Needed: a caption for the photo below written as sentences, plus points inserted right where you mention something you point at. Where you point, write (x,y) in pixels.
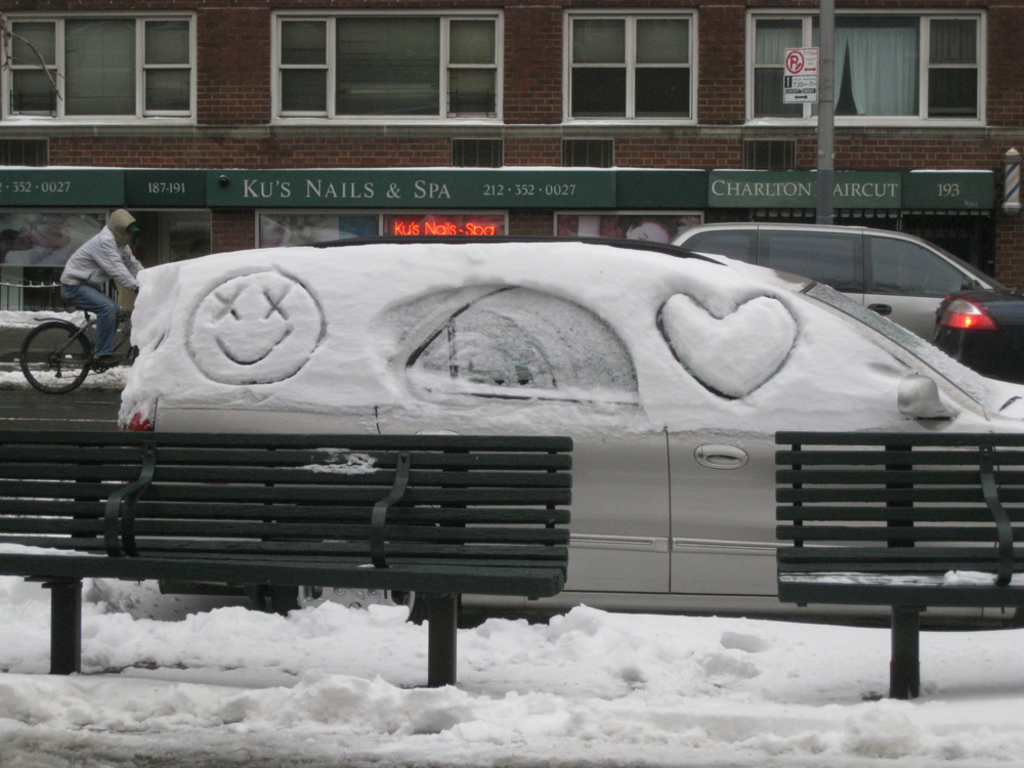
In the image we can see there is a ground (478,699) covered with snow (535,714) and there are benches (506,541) kept on the ground (608,669). Behind there are cars (719,329) parked on the road (112,402) and there is a person (80,302) sitting on the bicycle (77,360). There is a building (172,166) at the back (584,82) and there is an iron pole (823,96) on the ground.
